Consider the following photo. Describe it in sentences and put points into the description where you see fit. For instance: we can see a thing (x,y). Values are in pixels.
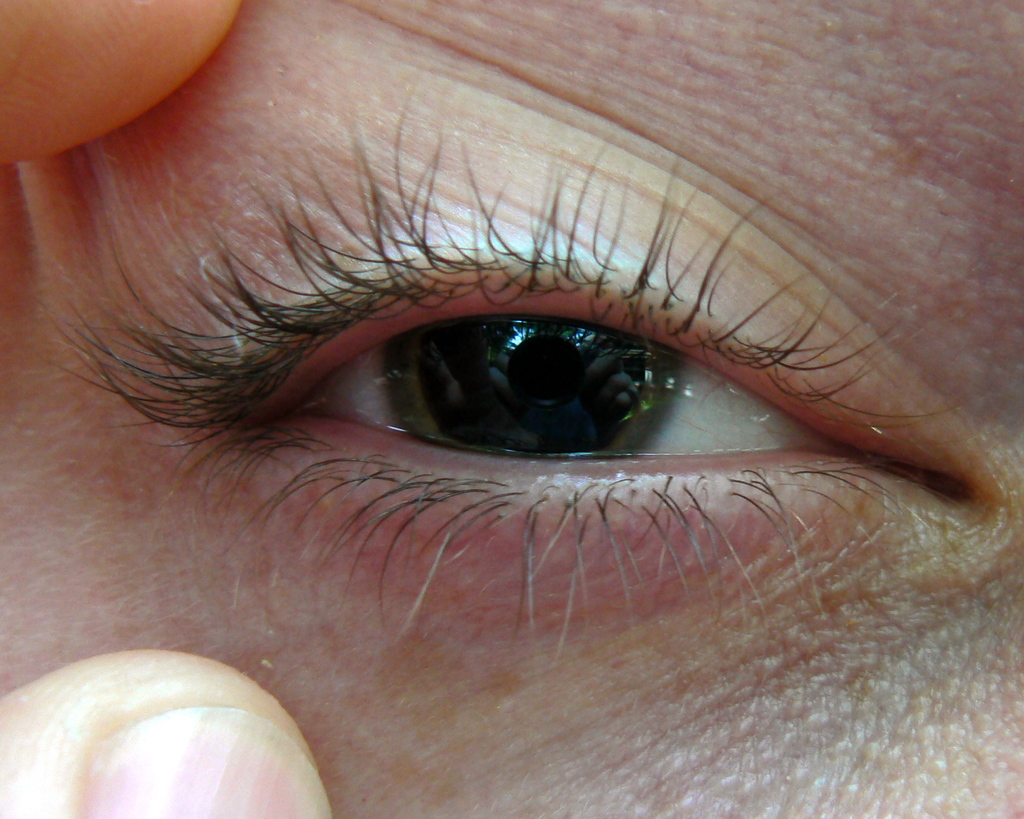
In this image there is an eye (476,379), the fingers (102,58) of the person (113,156) are truncated.
